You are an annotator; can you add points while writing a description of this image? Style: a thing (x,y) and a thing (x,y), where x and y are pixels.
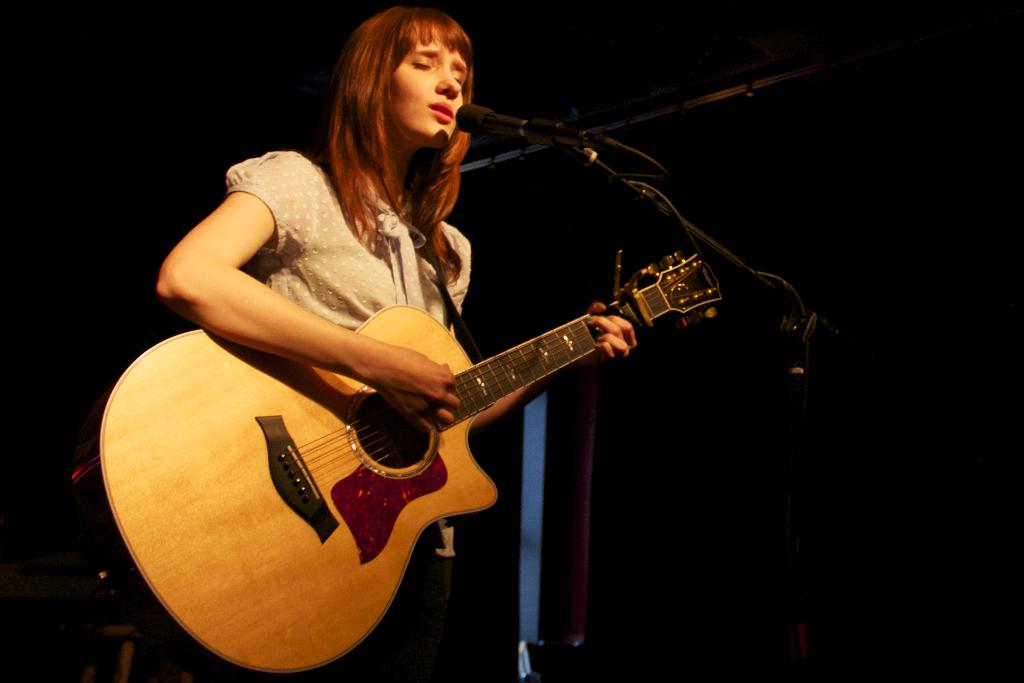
As we can see in the image there is a woman (434,73) holding guitar (409,437). In front of her there is a mic (469,120).
